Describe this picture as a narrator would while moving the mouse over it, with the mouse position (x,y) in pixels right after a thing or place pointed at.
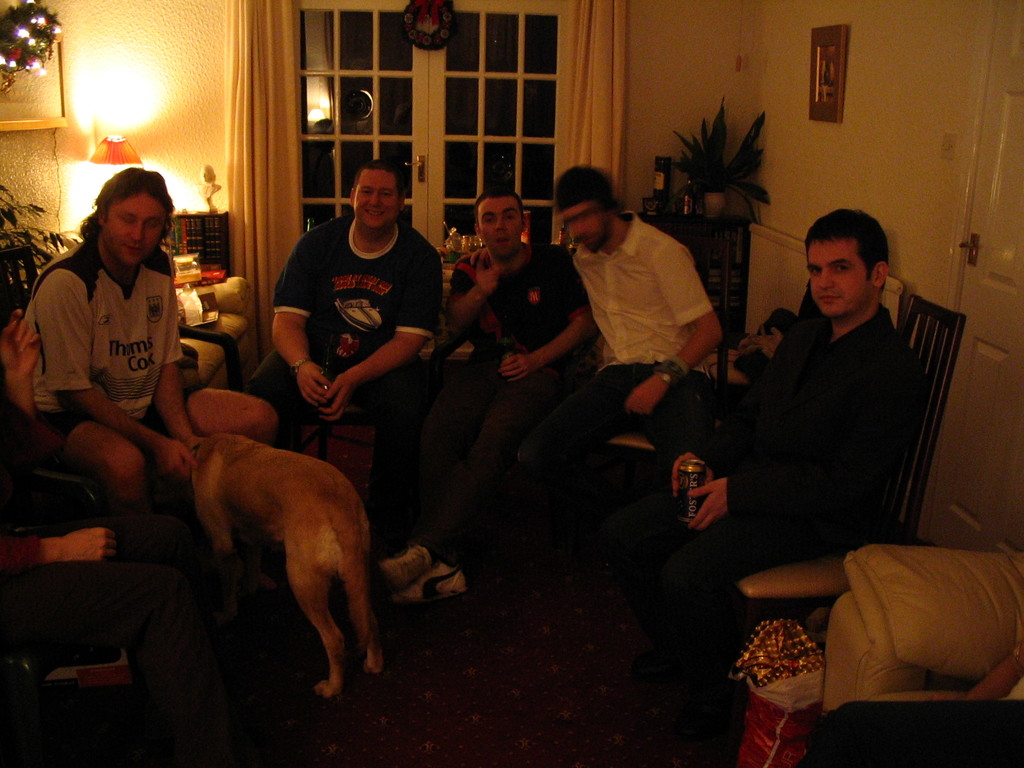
People (311,269) are sitting together on the chairs (865,552) and a dog (338,529) is there in the middle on the left side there is a lamp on the wall (197,152) in the middle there is a glass window (371,116).
